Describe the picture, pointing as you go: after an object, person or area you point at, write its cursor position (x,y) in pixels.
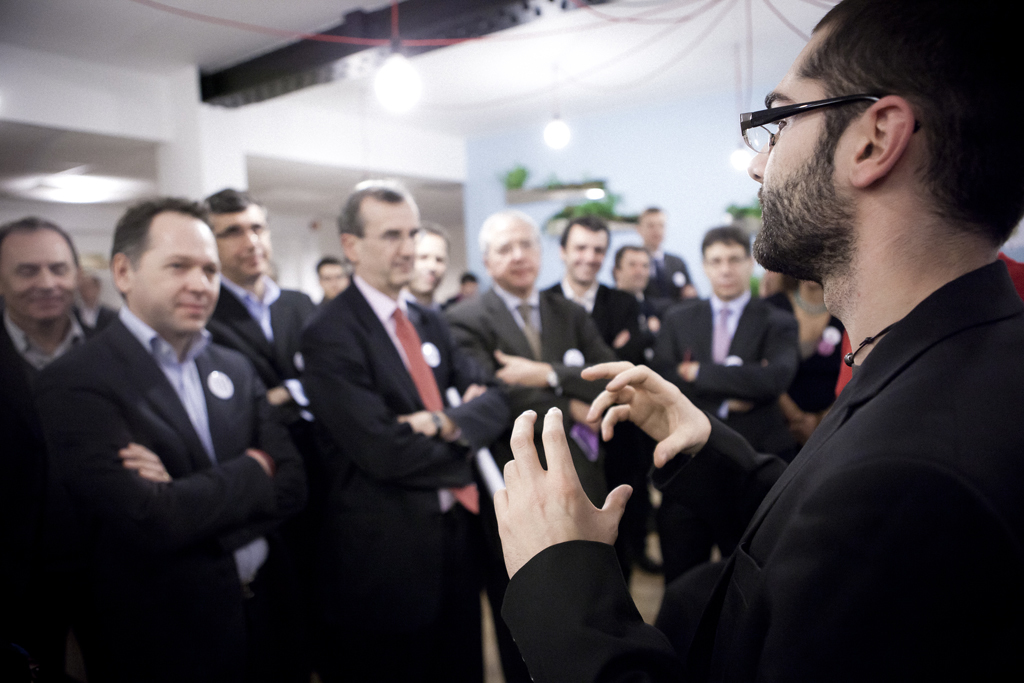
in this picture we can see some people (478,333) are standing, a person (825,431) on the right side (925,376) wore spectacles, these people (365,333) wore suits (567,303), in the background (511,180) there are some plants (525,180), we can see some lights (404,74) at the top of the picture (390,78).
